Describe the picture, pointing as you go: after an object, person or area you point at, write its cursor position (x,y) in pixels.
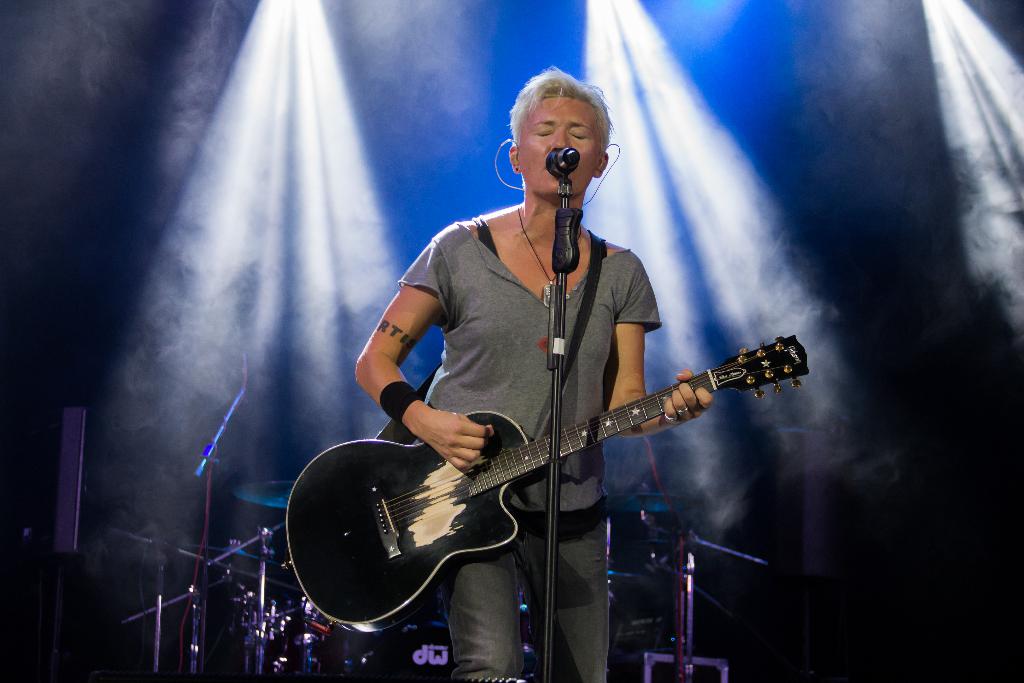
In this picture a woman (478,257) is singing and playing guitar (456,540) in front of the microphone (551,162), behind to her we can see some musical instruments (613,585).
